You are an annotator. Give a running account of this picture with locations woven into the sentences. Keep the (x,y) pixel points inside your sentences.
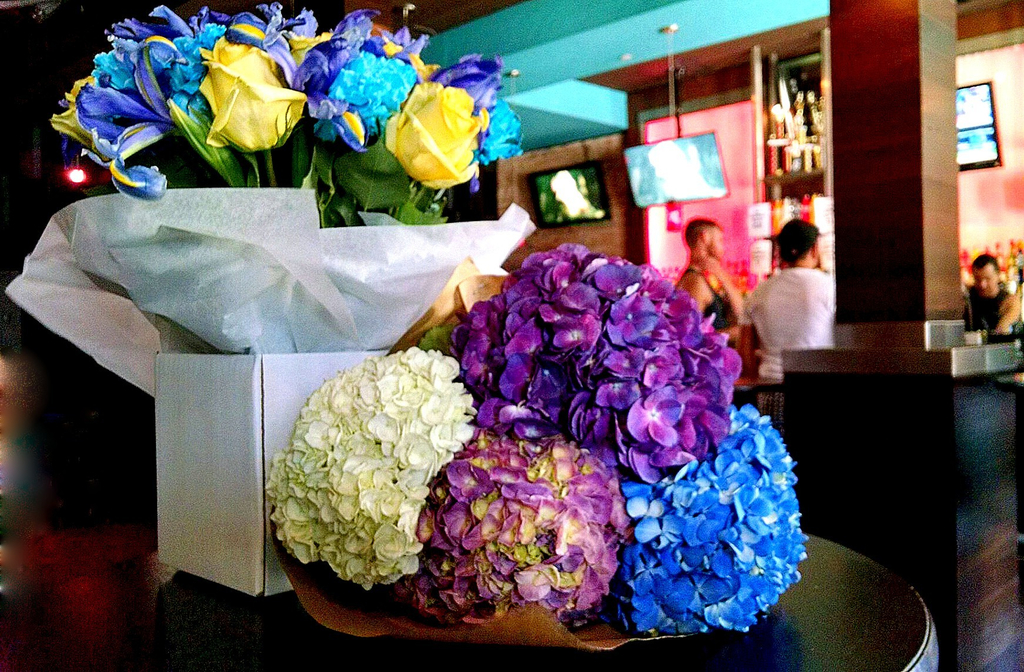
In this image in front (625,329) there are flower bouquets (480,516) on the table (868,623). Behind the table (846,616) there are few people (1018,304). There is a pillar (947,262). In the background of the image (581,206) there are televisions (657,167) on the wall (688,214). There are a few objects (792,158) on the cupboard (806,54).
